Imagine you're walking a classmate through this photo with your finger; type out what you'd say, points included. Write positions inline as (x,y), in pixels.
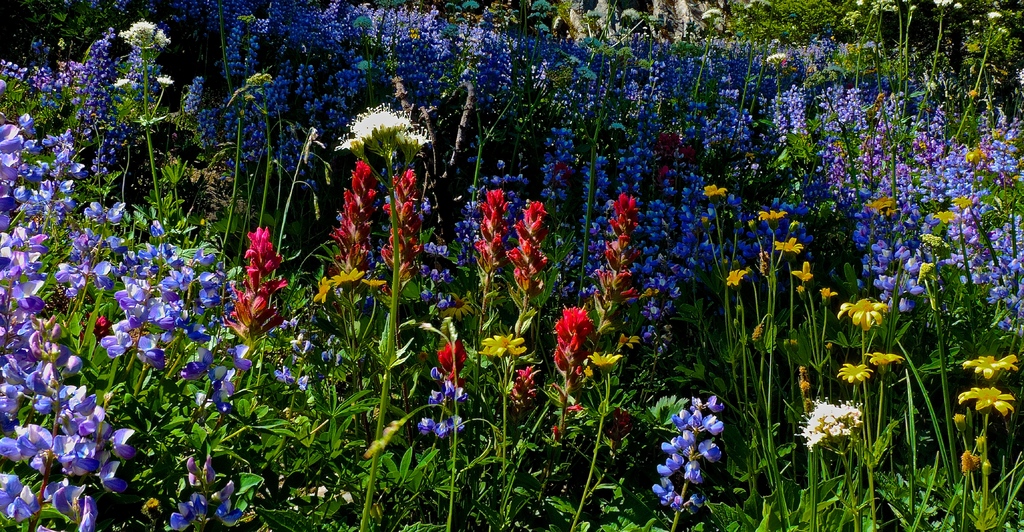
In this picture we can see plants (792,285) and flowers (368,254).
